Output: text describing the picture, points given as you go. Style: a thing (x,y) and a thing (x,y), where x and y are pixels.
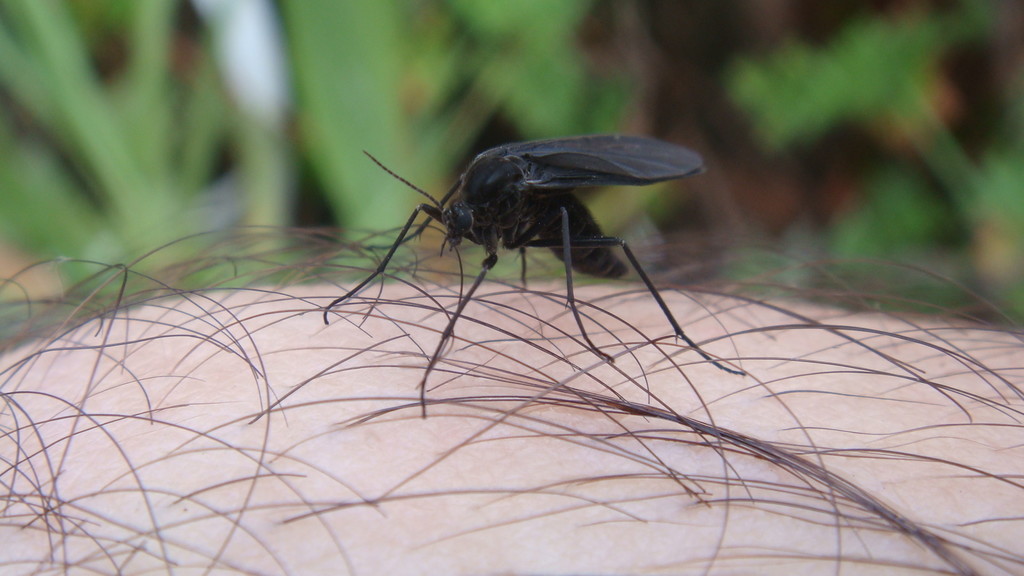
In this image I can see skin (208,363) of a person (547,470) and on it I can see few hair (550,380) and a black colour insect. In the background (136,64) I can see few green colour things (43,238) and I can see this image is little bit blurry from background (39,66).
